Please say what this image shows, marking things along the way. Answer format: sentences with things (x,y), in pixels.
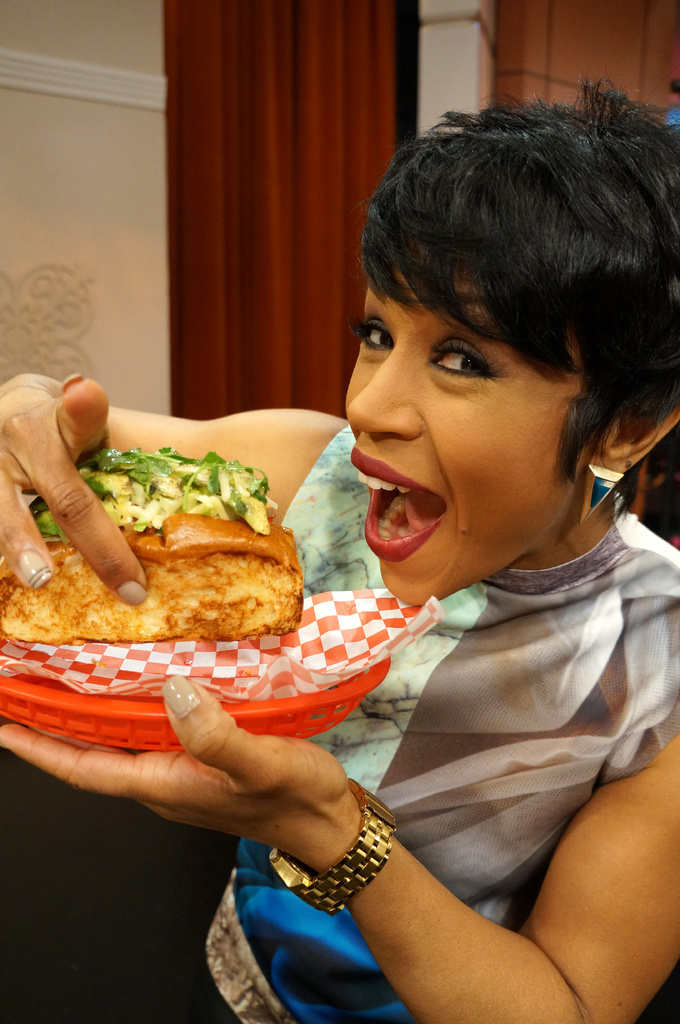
In this image we can see a woman (537,588). She is wearing blue-grey color dress (442,775) and holding red plate (237,724) and food item (181,599) in her hand (206,731). Background of the image (264,135), white wall (101,230) and brown curtain (273,169) is there.
